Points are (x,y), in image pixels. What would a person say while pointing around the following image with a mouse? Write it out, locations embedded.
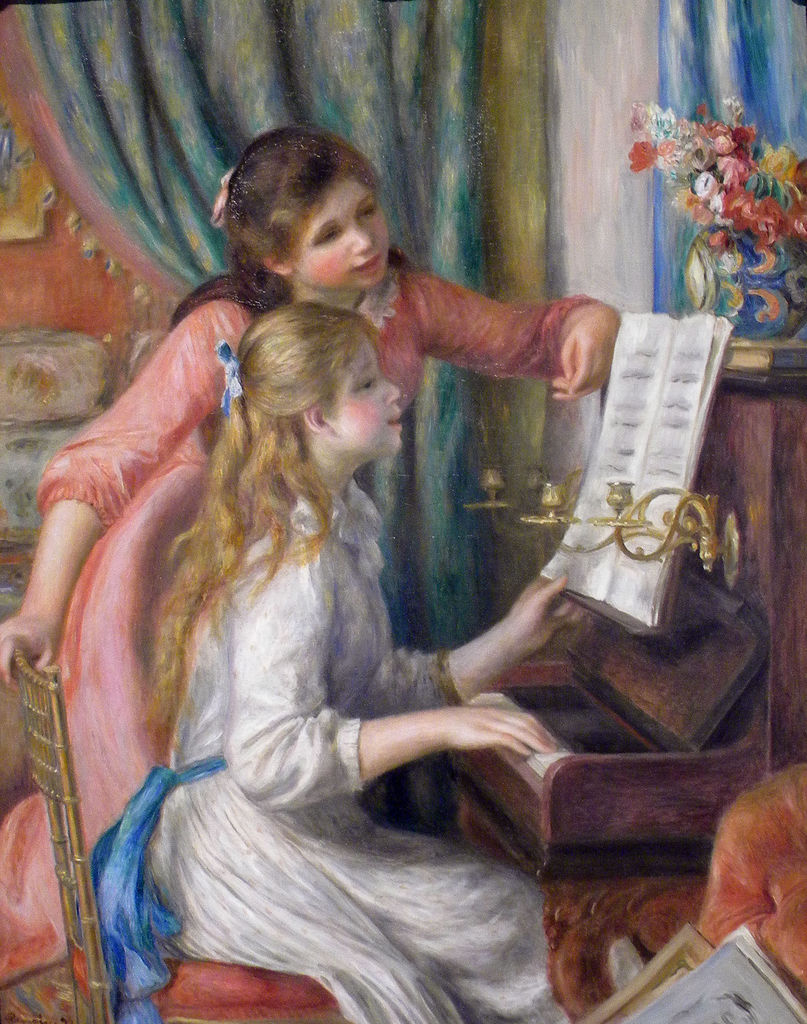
In this picture we can see a painting (276,857) of two women (246,912) and a woman (246,912) is sitting on a chair (193,989) and playing a piano (561,711). On the piano (526,693) there is a book (690,406). Behind the people (231,517) there is a curtain (402,143) and a wall (568,180).
